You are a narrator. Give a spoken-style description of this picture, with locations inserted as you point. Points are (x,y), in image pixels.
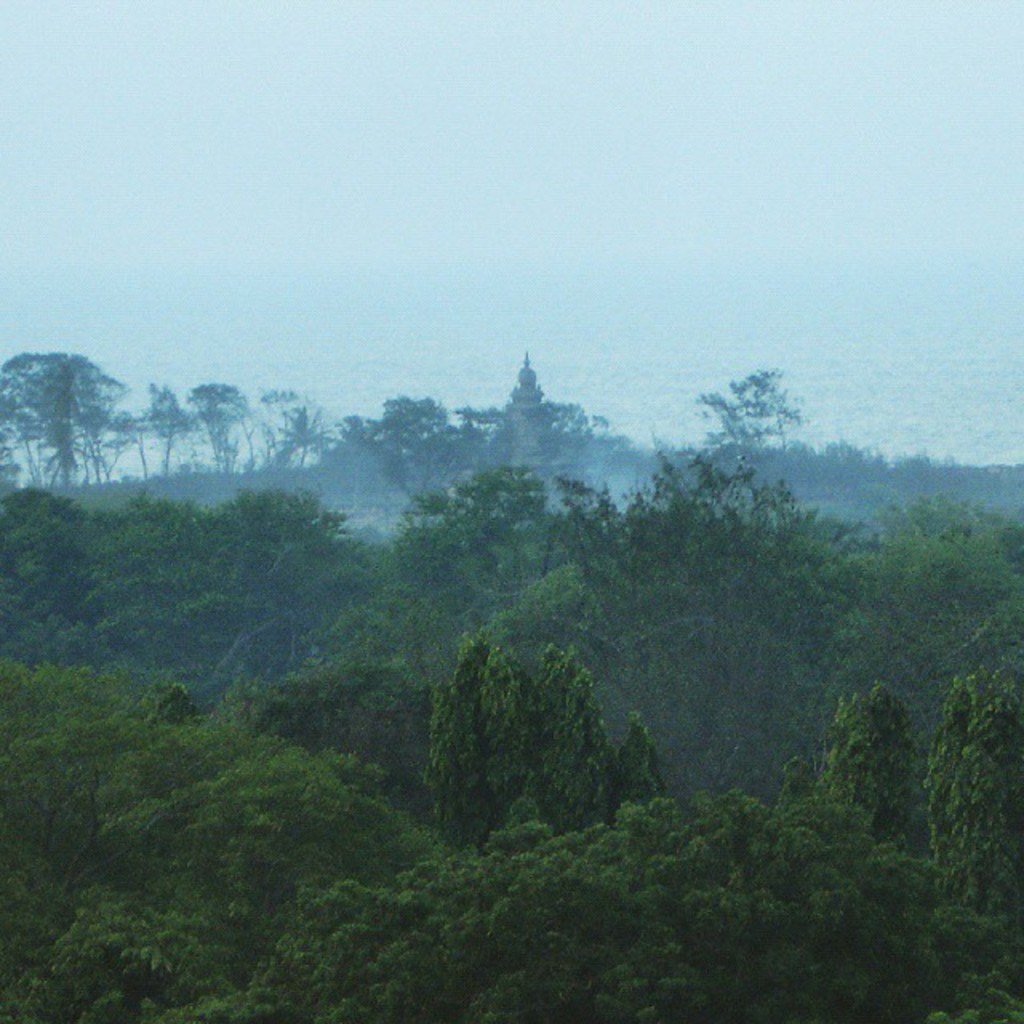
At the bottom of the image (305,684) there are trees (578,622). At the top of the image (613,149) there is sky (466,198).
